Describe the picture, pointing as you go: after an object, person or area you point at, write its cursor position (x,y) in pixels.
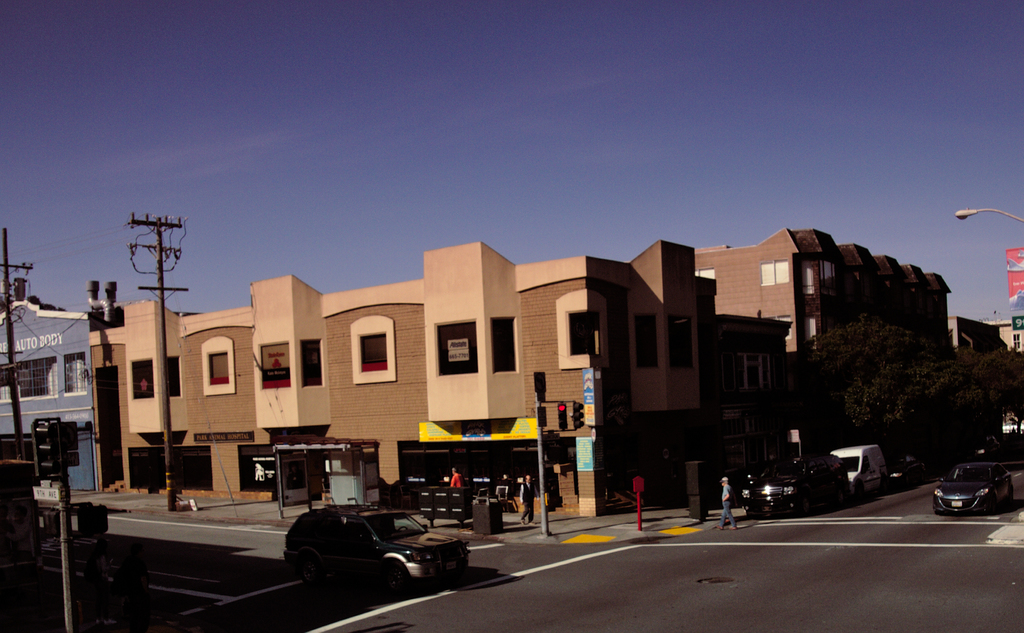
In this image there are vehicle (400,576) on a road (579,575) and people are walking on the footpath (673,512) and there are electrical poles (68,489), in the background (233,283) there are buildings (644,292) and the sky (686,124).
